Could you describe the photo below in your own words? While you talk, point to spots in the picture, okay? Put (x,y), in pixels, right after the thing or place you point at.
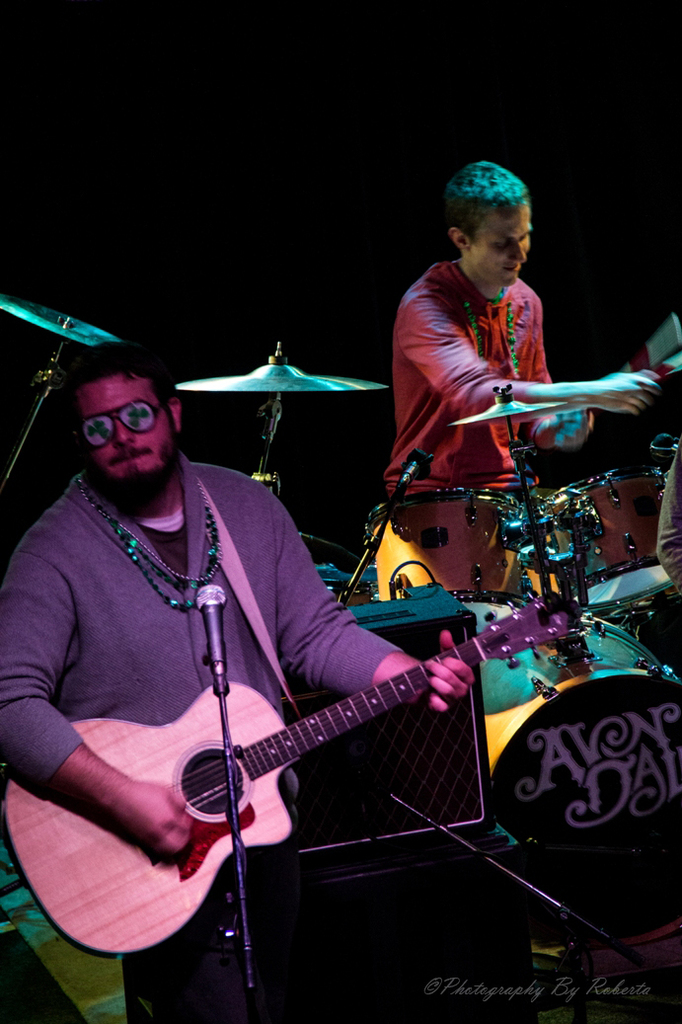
Front this man (156,528) wore jacket (163,609), goggles (146,423) and playing guitar (178,755) in-front of mic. Backside of this person (163,616) another person (478,290) is playing this musical instruments (620,635) with sticks (659,353). Here we can able to see speakers (427,871).
